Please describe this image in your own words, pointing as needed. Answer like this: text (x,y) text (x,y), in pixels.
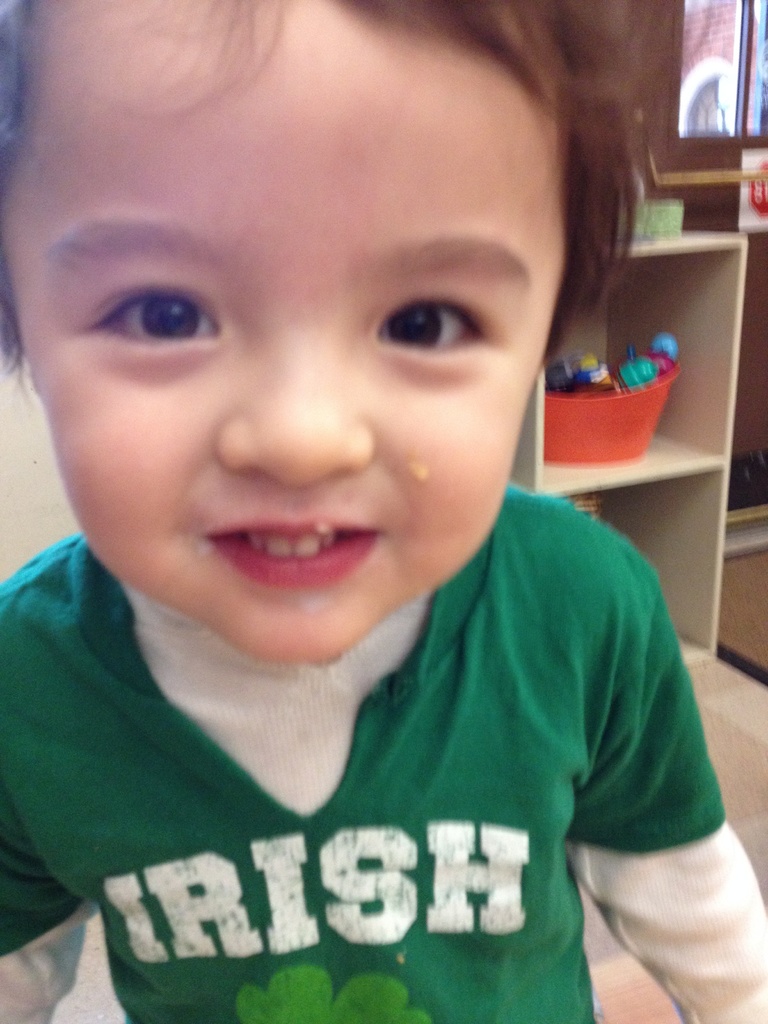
In the center of the image (288,545) we can see a kid (413,787) is standing. In the background of the image (751,36) we can see the wall (28,549), rack (719,317), window (714,54), poster (759,199). In the rack (706,382), we can see a bowl (624,418) which contains some objects (580,372). Through the window (767,108) we can see a building (709,110). At the bottom of the image (616,961) we can see the floor (616,961).
